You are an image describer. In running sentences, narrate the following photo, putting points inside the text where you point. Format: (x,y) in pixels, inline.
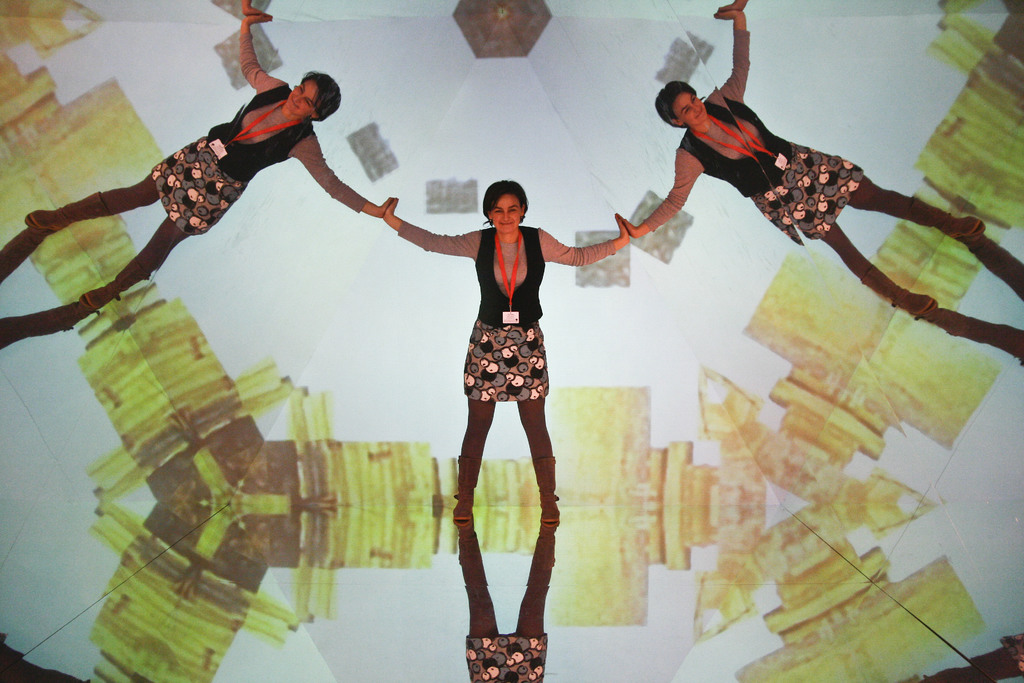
In this image in the center (513,343) there is a woman (506,342) standing and smiling.
